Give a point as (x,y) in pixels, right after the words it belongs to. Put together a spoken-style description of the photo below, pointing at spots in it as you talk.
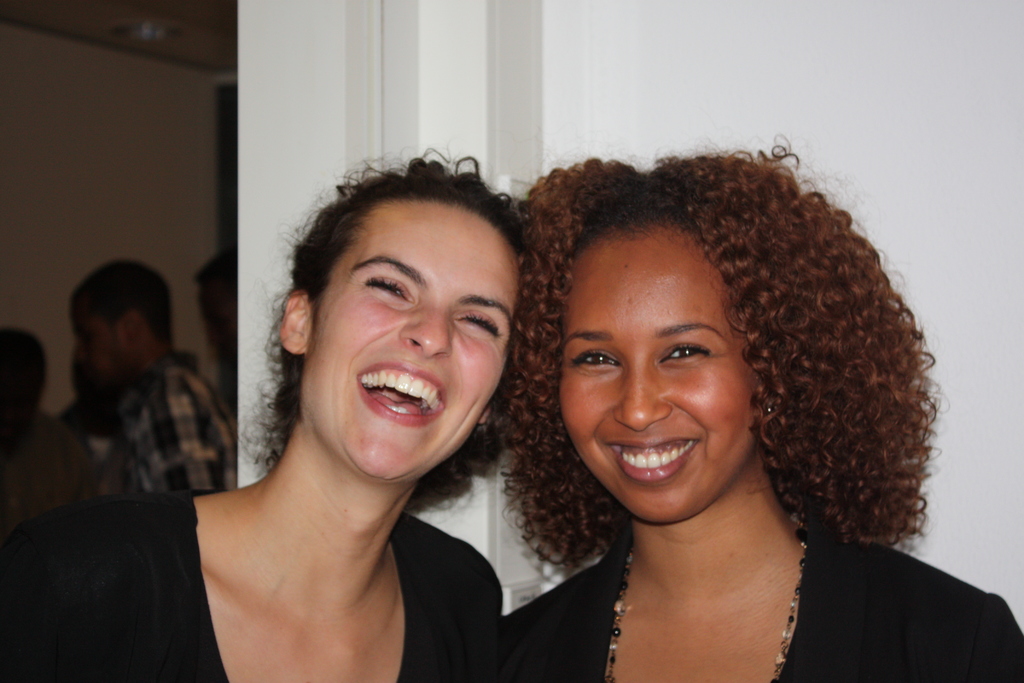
In this picture in the front (455,416) there are women (432,425) smiling. In the background (431,142) there is a wall (271,276) and there are persons (136,339).
